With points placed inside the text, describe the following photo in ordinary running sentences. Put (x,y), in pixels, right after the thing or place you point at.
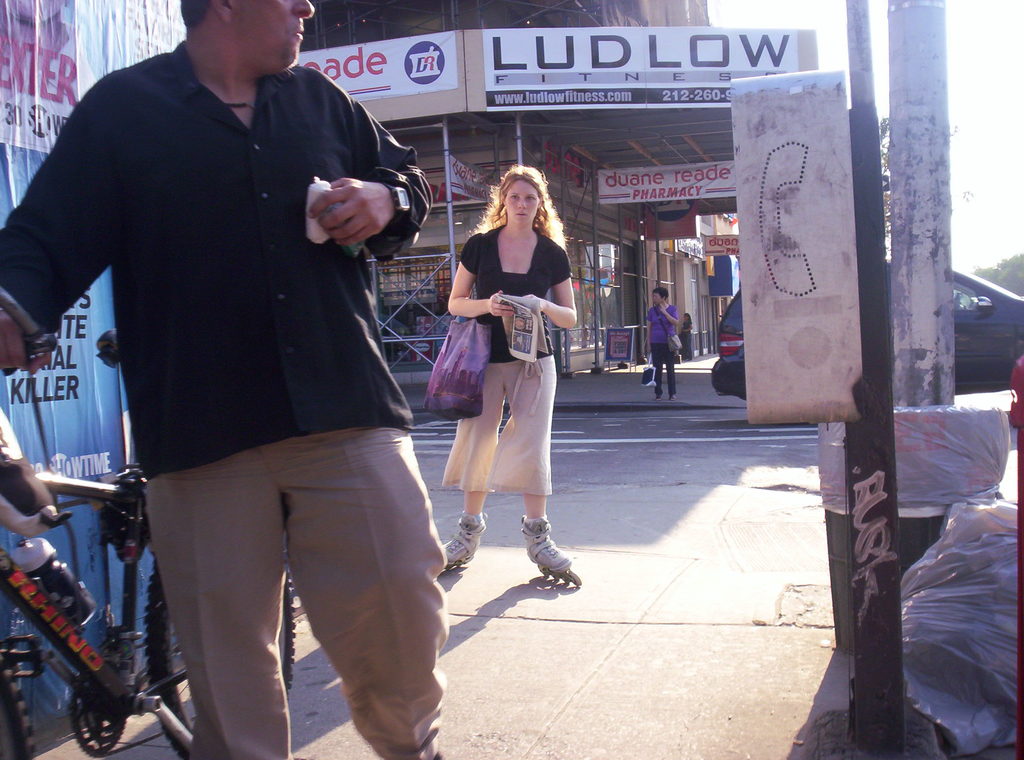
In this picture on the left side (307,257), we can see a man (286,338) wearing a black color shirt (169,290) and he is holding a bicycle (99,497) on one hand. In the middle of the image (514,433), we can see woman (520,367) wearing a hand bag (479,360) and holding a newspaper (509,320) in her hands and she is also wearing a skate shoes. On the right side (934,454), we can see some covers (1012,576), pole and a car (1016,328). In the background (612,329), we can see a person (685,345) standing, buildings (480,103), hoardings (735,190), trees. On the top (981,125), we can see a sky (990,222), at the bottom (527,642) there is a road (656,595).
